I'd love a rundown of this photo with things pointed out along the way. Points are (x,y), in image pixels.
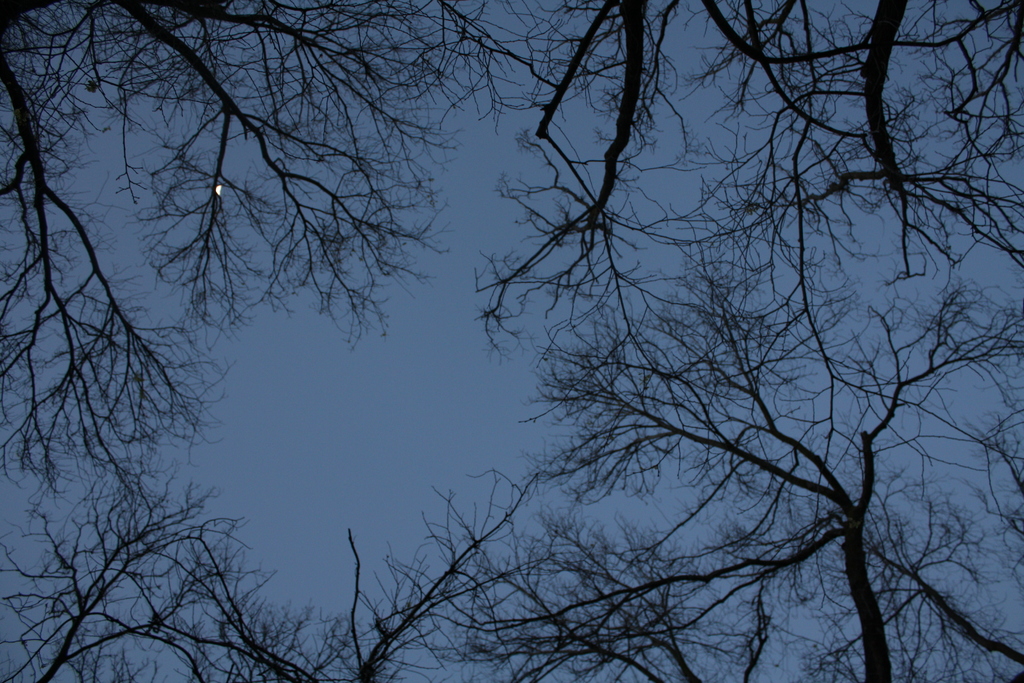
In this picture I can see number of trees (26,92) and in the background (14,476) I see the sky (398,299) and on the left side of this image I see the white color thing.
